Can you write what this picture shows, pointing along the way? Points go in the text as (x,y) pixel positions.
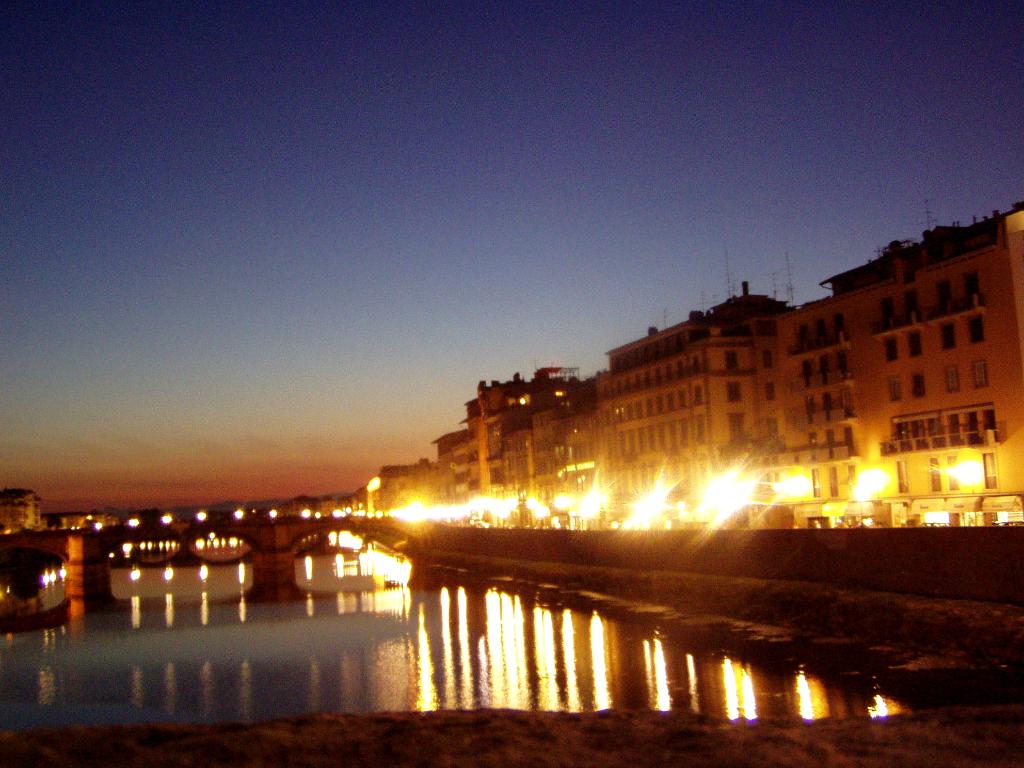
In this image we can see water (267,633), lights (356,542), and buildings (726,428). In the background (3,214) there is sky (680,207).
